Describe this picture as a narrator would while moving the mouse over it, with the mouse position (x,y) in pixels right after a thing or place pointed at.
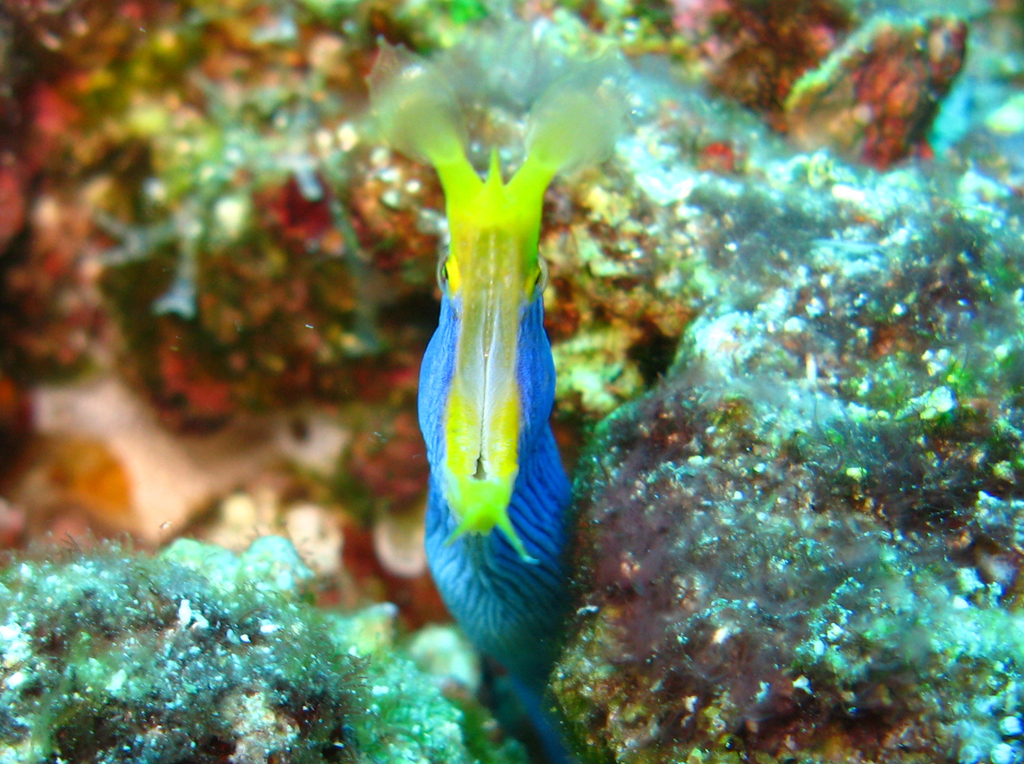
In this picture we can see corals (752,239).
